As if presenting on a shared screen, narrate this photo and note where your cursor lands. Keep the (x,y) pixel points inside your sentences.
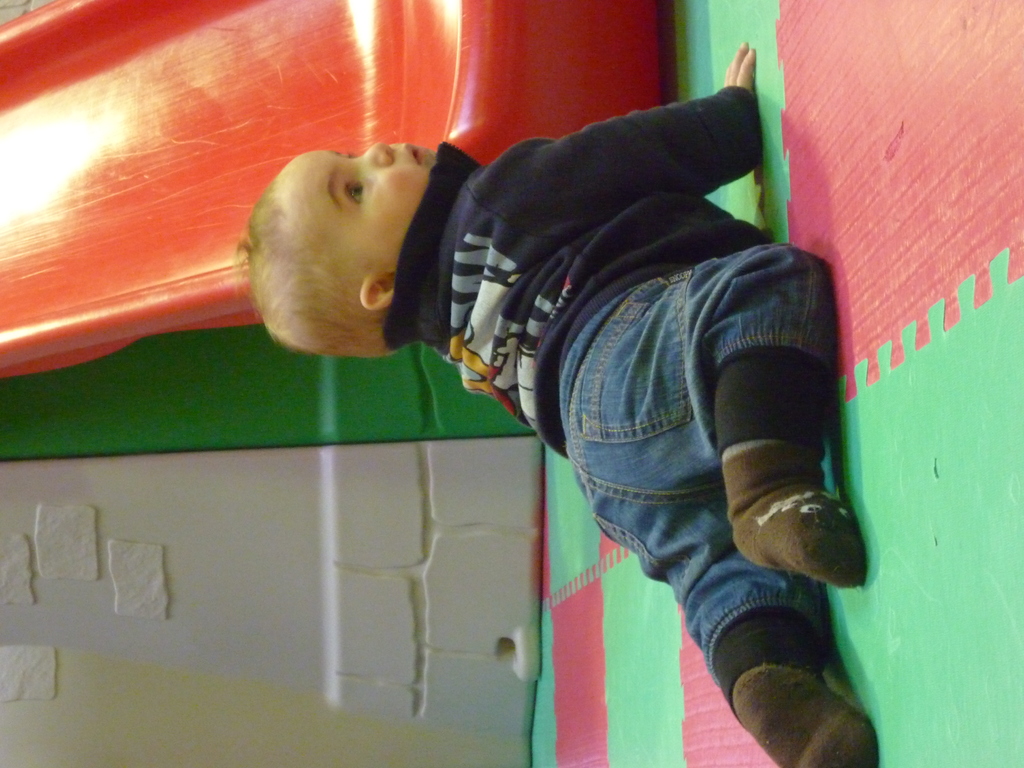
In this image we can see a kid (762,575) is crawling on the floor (978,559) and there is a slide (318,140) and wall (279,692).
